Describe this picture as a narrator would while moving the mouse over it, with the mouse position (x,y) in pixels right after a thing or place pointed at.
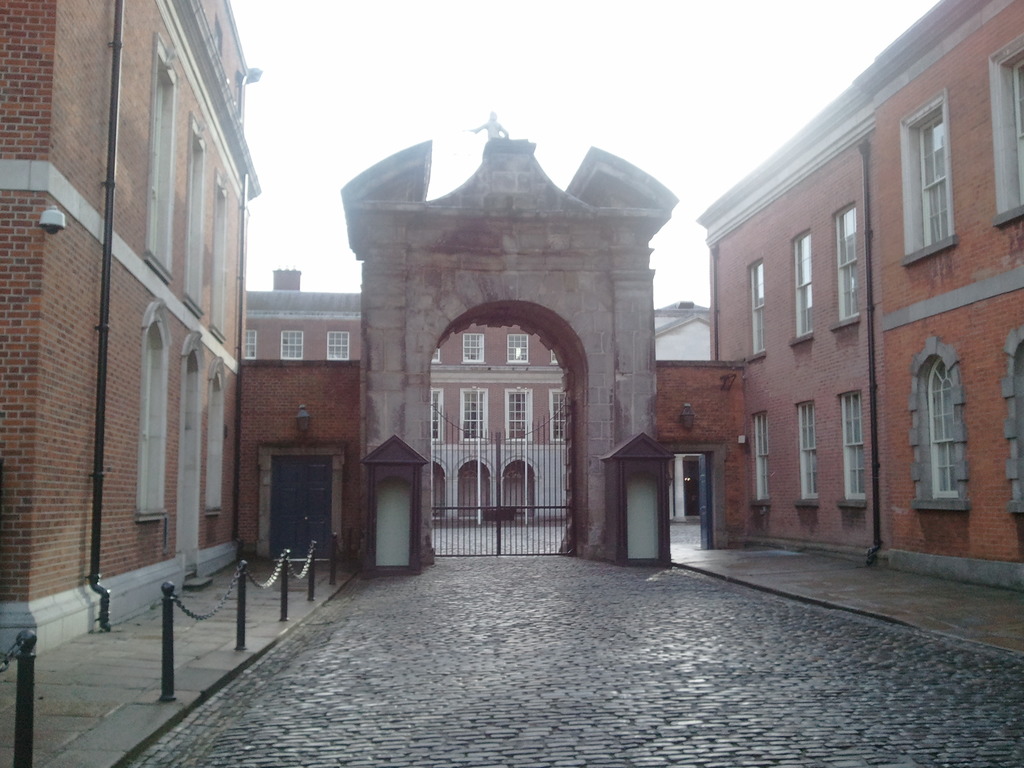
In this image we can see the buildings (417,363) with windows (523,424), doors (323,517) and gate (498,499). And there are poles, pipelines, ground (258,593) and sky (609,118) in the background (565,131).
